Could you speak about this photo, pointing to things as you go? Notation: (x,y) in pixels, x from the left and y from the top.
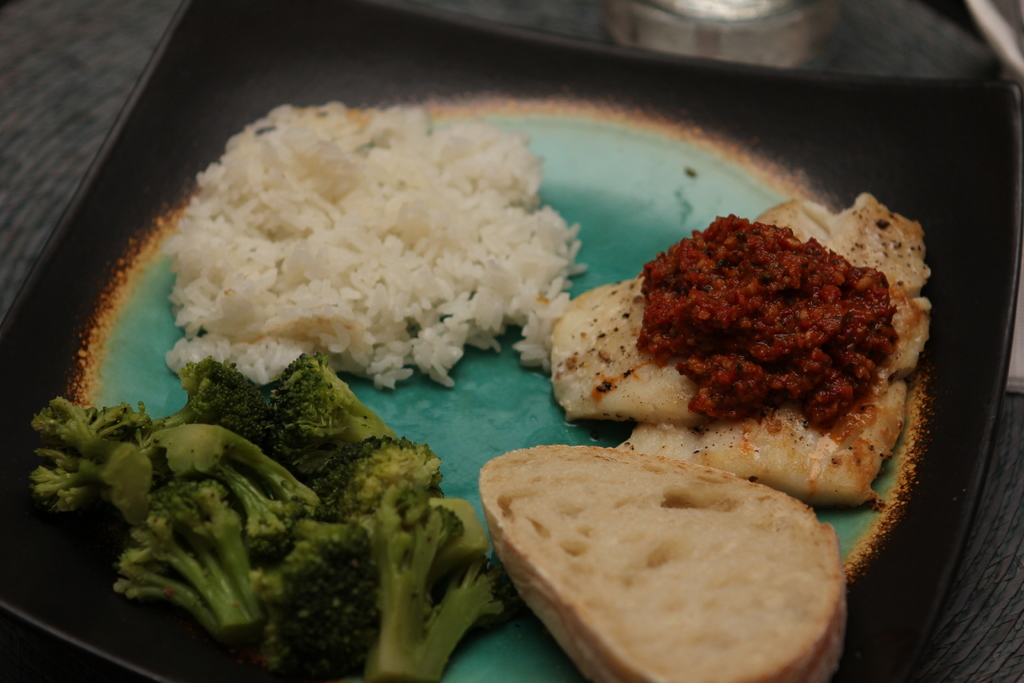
In this image we can see food (205,346) on a plate (185,403) placed on the table (1023,498).
